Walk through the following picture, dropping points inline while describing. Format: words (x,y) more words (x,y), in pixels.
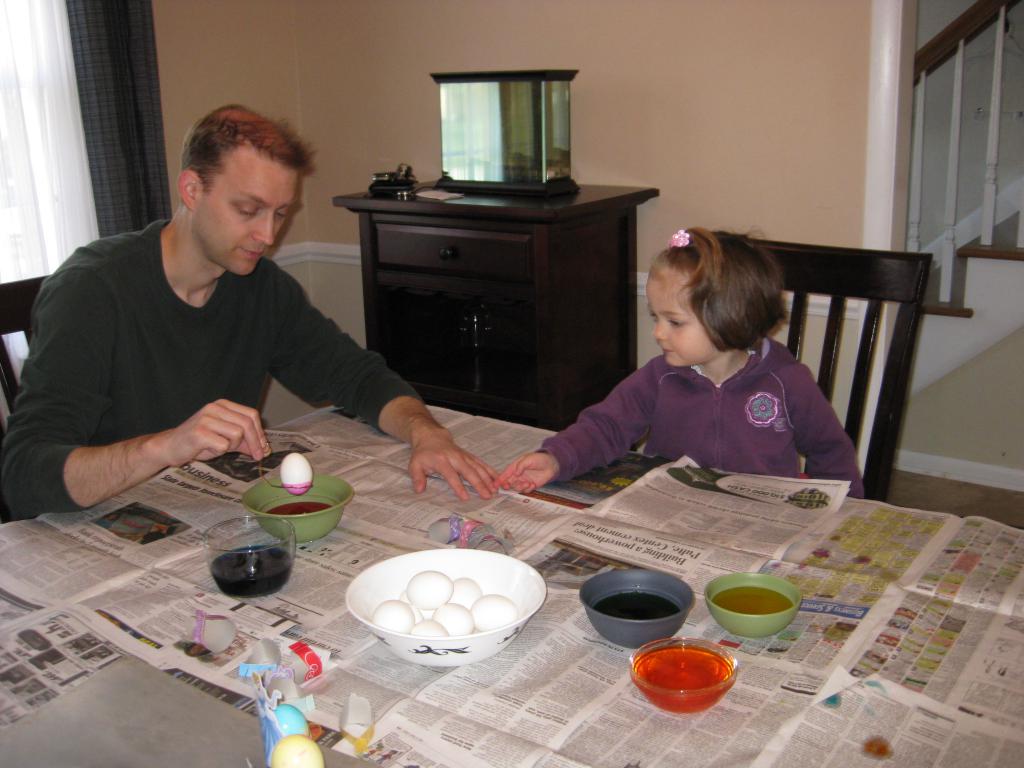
In this picture there is a man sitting in the chair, a girl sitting in a chair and in table (307,428) we have bowl (442,663) of eggs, bowl (664,635) of water (644,673), paper (778,500) and in the background (602,326) we have a cupboard (551,224), staircase (988,17), curtain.
